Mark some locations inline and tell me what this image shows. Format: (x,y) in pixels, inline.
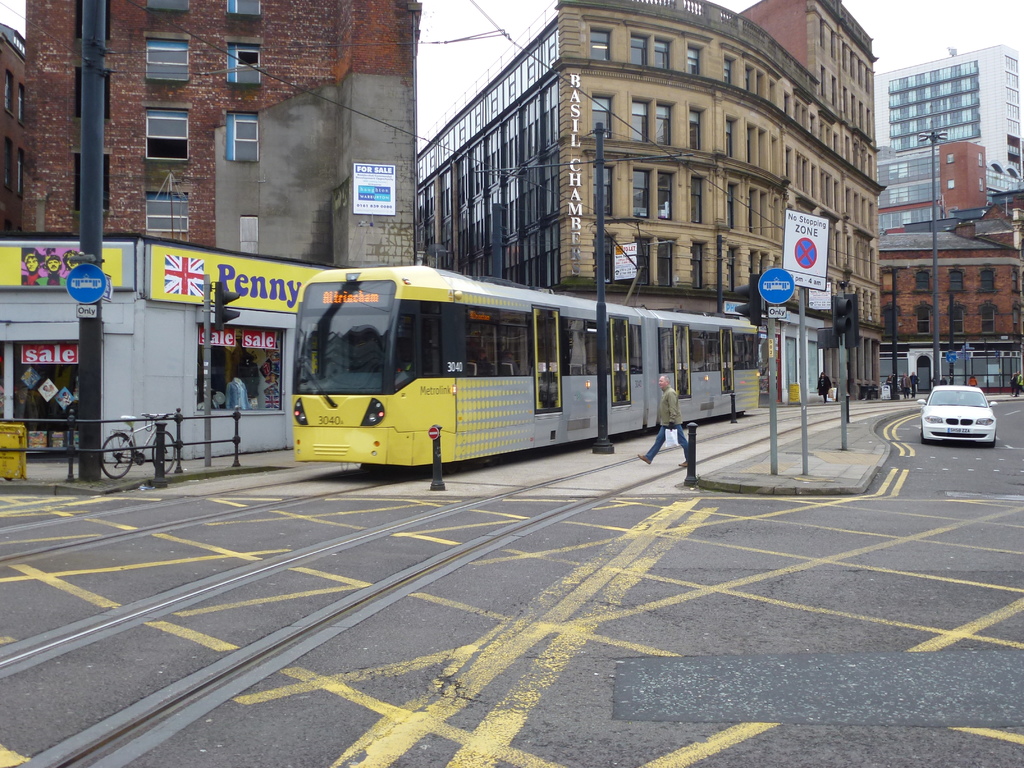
Vehicles (574,371) are on the road (361,487). These sign boards (807,275) on pole (771,371). Beside this fence (207,441) there is a bicycle (172,438). Buildings (521,223) with windows (159,210). A person (668,417) is walking. Here we can see hoardings (189,264).
